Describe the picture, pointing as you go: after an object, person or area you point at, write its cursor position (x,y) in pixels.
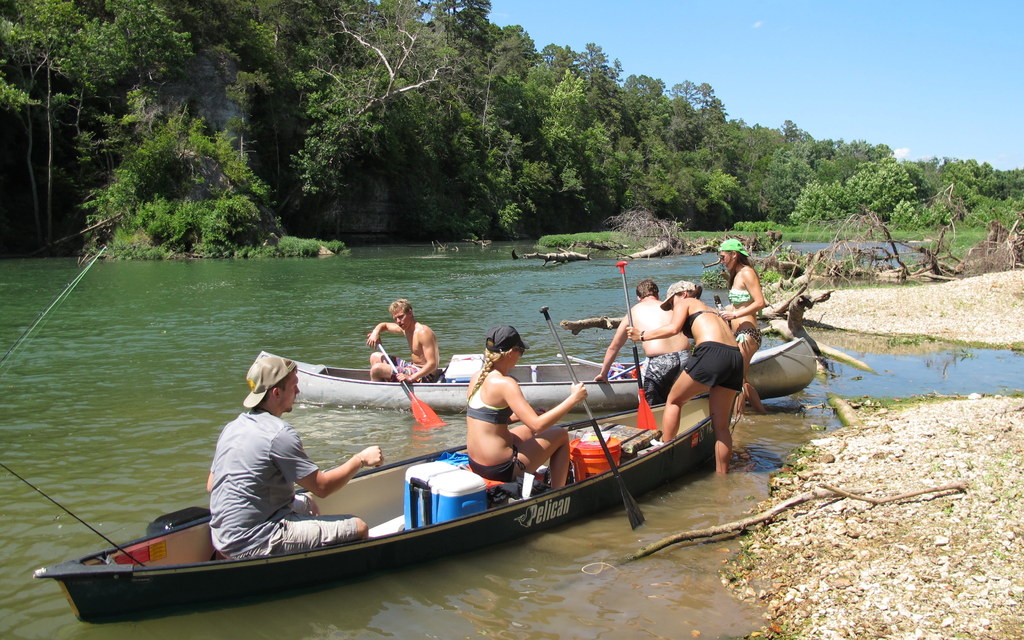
In this image, we can see few people (432,358). Few are standing and sitting. There are two boats (388,398), some containers (423,509). Few are holding paddles (604,444). These boats (401,543) are on the water (701,624). Right side of the image (978,518), we can see stones (964,494), wooden stick (700,537). Background there are so many trees (455,187), plants (128,220) we can see. Top of the image (832,94), there is a sky (840,54).
